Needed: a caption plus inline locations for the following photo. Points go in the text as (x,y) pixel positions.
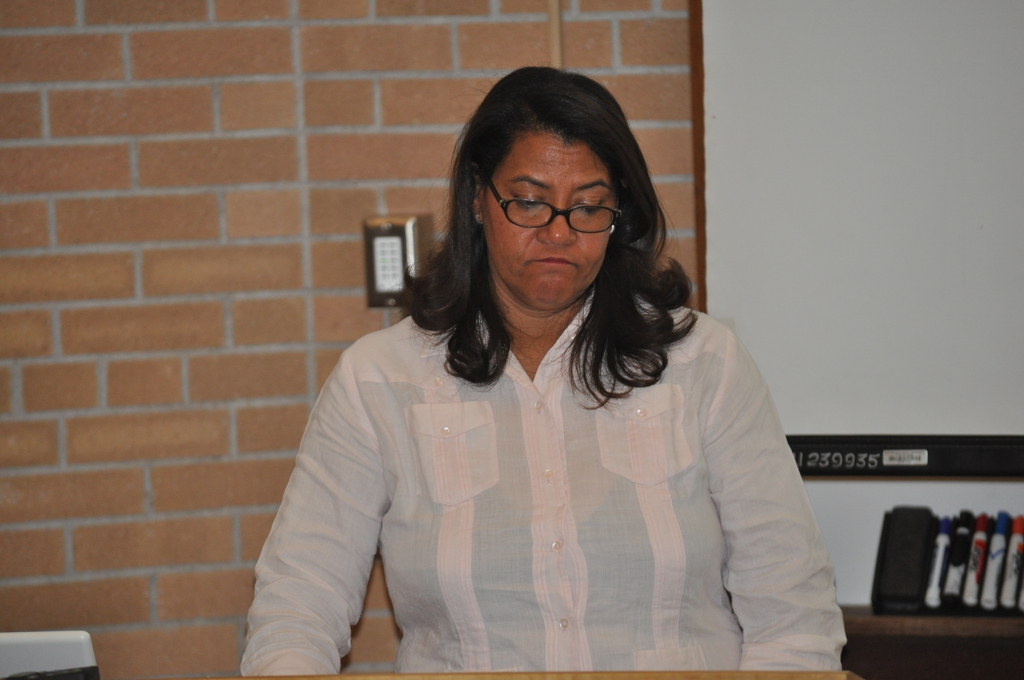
In this picture we can see a woman (620,572) in the front (620,572), she wore spectacles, in the background (363,133) there is a wall (327,124), at the right bottom (932,658) there is a table (989,622), we can see some markers (978,571) present on the table (962,642).
